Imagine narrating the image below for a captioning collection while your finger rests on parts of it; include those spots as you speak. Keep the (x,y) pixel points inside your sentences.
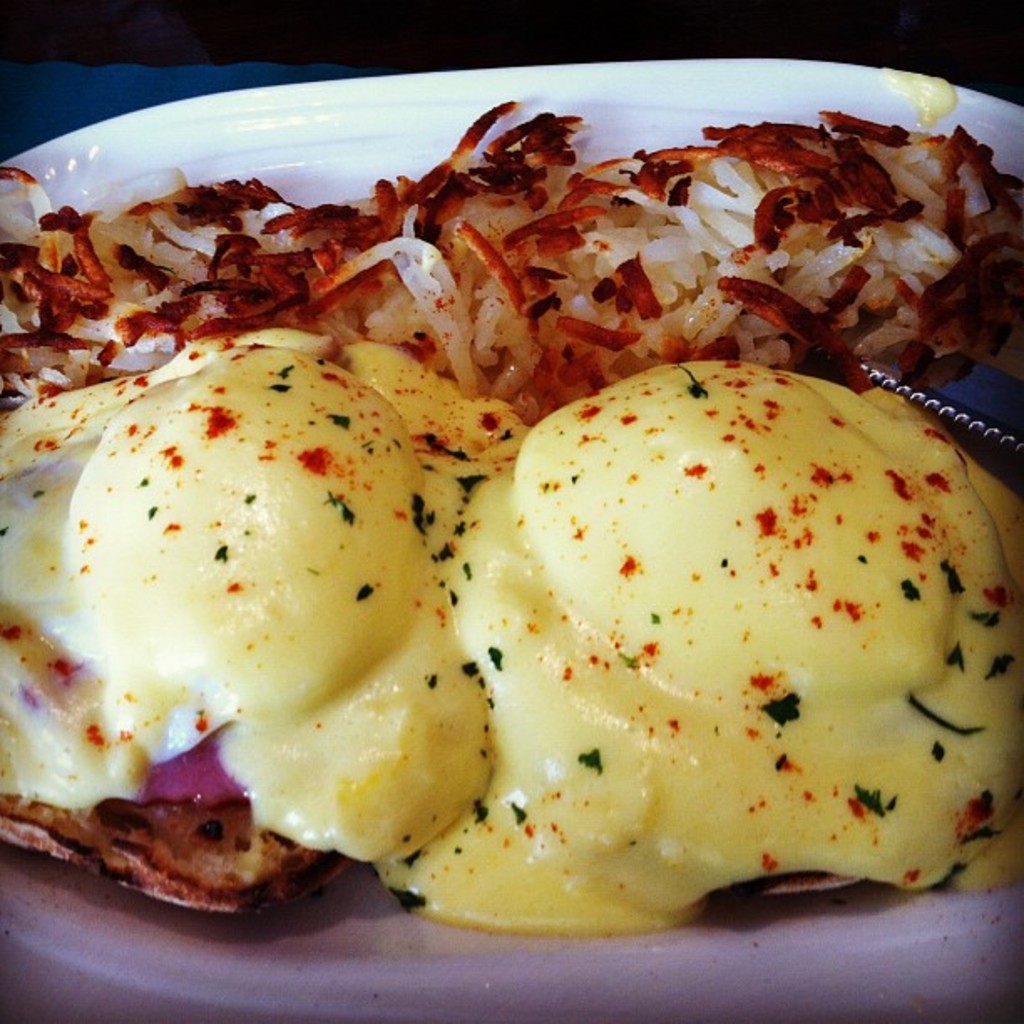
This picture shows food (356,784) on the plate (182,996).
